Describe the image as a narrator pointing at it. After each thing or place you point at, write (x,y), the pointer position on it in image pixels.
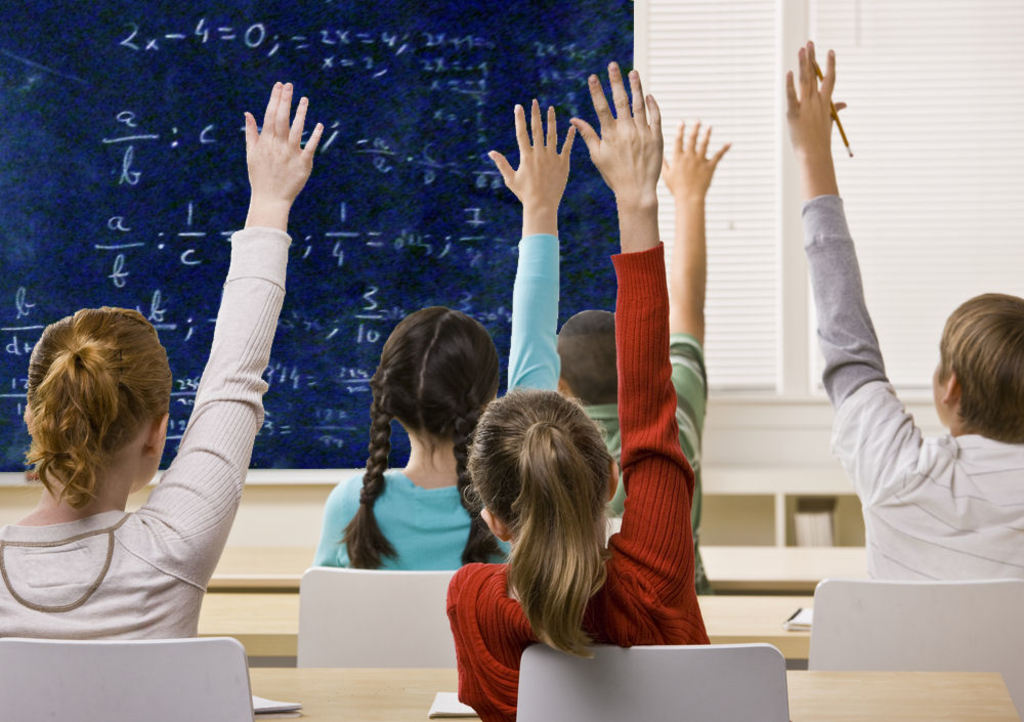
Here I can see a few children (482,583) sitting on the chairs (606,700) facing to the backside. All are raising their hands (276,180) up. In front of these children (276,156) I can see the tables (360,691). On the tables (368,706) I can see few books (454,709). In the background (406,191) there is a blue color board (413,109) which is attached to the wall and I can see some text (133,244) on the board (130,275).
